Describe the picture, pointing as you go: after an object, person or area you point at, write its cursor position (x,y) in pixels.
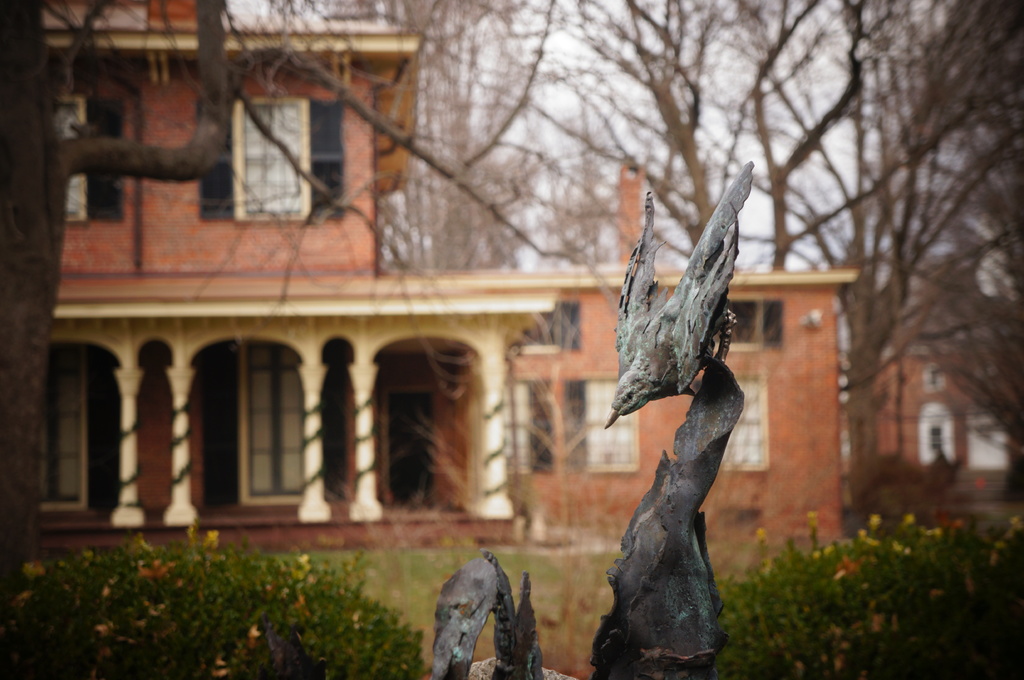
In this picture I can see there is a bird sculpture (691,446) here and in the backdrop (384,651) I can see there is grass (582,605), plants (198,643), trees (1009,41), building (540,496) and the sky (677,103) is cloudy.
